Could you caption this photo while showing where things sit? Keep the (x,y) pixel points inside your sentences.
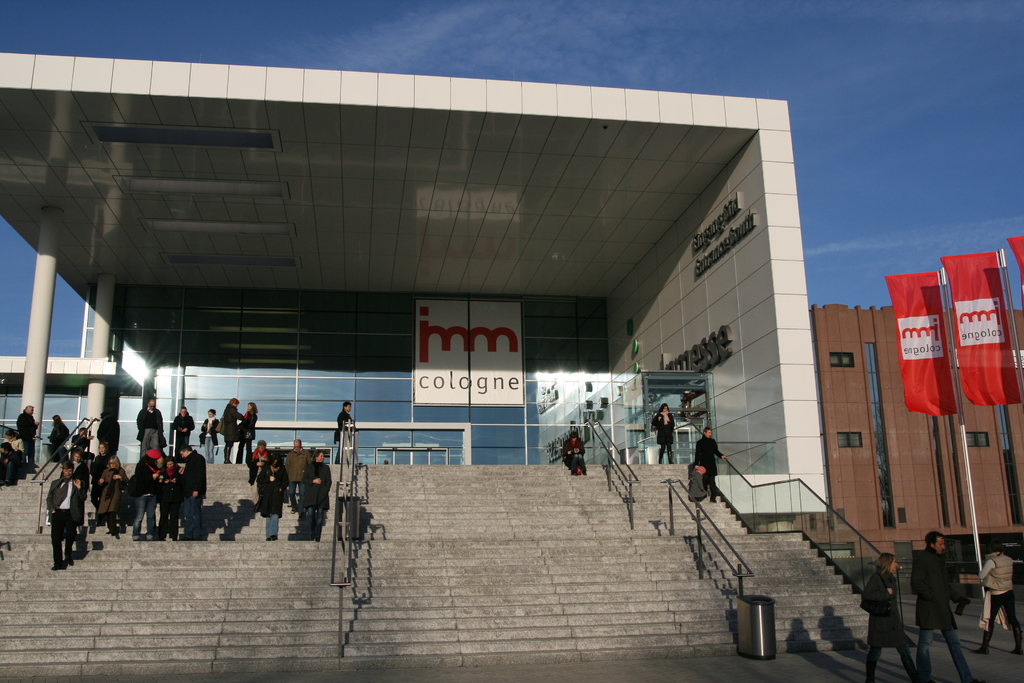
In the image there are steps (535,497) with railing (704,535) and few people (278,511) are walking. And also there is a dustbin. In the background (679,247) there is a building (679,227) with name boards (706,255), walls (721,199), glass doors (524,356) and pillars (43,374). On the right side of the image (913,310) there are few poles (1009,297) with flags (942,356). Behind them there is a building (895,364) with windows (850,355) and walls (863,370). At the top of the image (904,122) there is a sky (739,92).
